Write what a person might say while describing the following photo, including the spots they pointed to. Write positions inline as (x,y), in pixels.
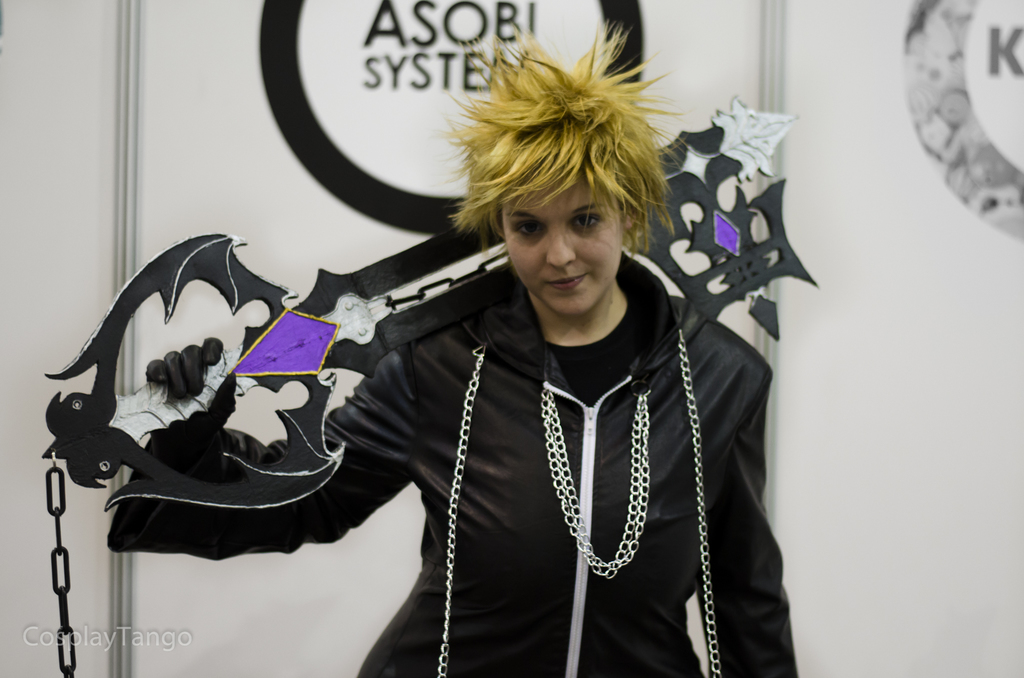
In the image there is a lady (504,517) standing and there are chains (447,615) around her neck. And she is holding an object (440,280) which looks like a weapon (325,309) connected with chain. Behind the lady (518,498) there is a white wall (173,117) with a name (471,25) on it. In the bottom left corner of the image (170,638) there is a name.
